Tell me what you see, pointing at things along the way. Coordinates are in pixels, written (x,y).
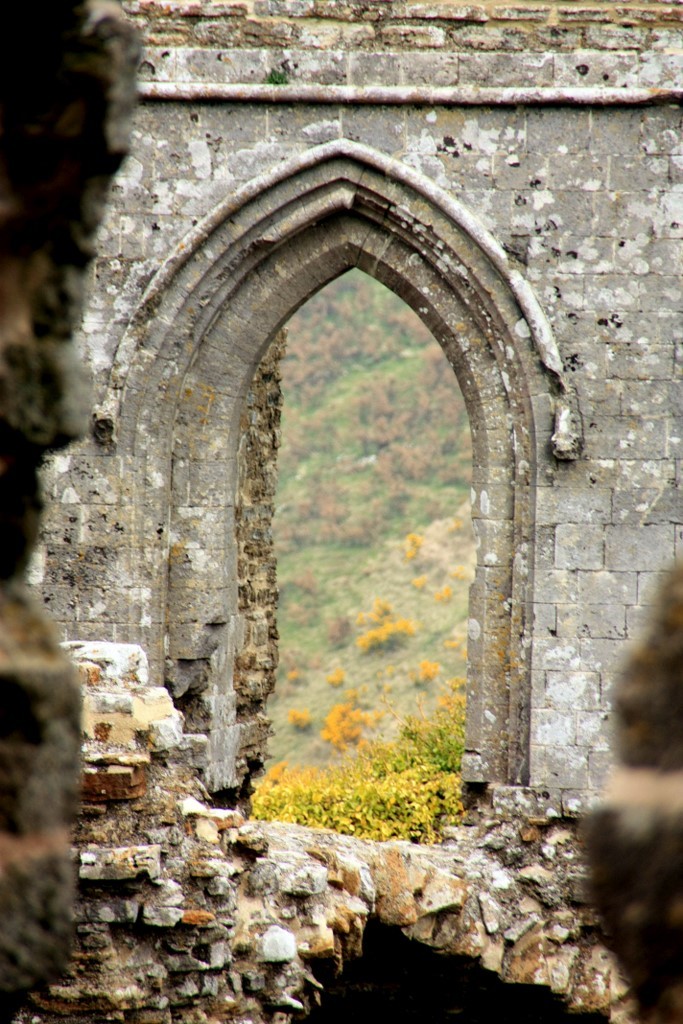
In this picture we can see the monument (157,591). In the background (357,804) we can see the mountain (399,340), plants (389,334) and grass (363,358).
